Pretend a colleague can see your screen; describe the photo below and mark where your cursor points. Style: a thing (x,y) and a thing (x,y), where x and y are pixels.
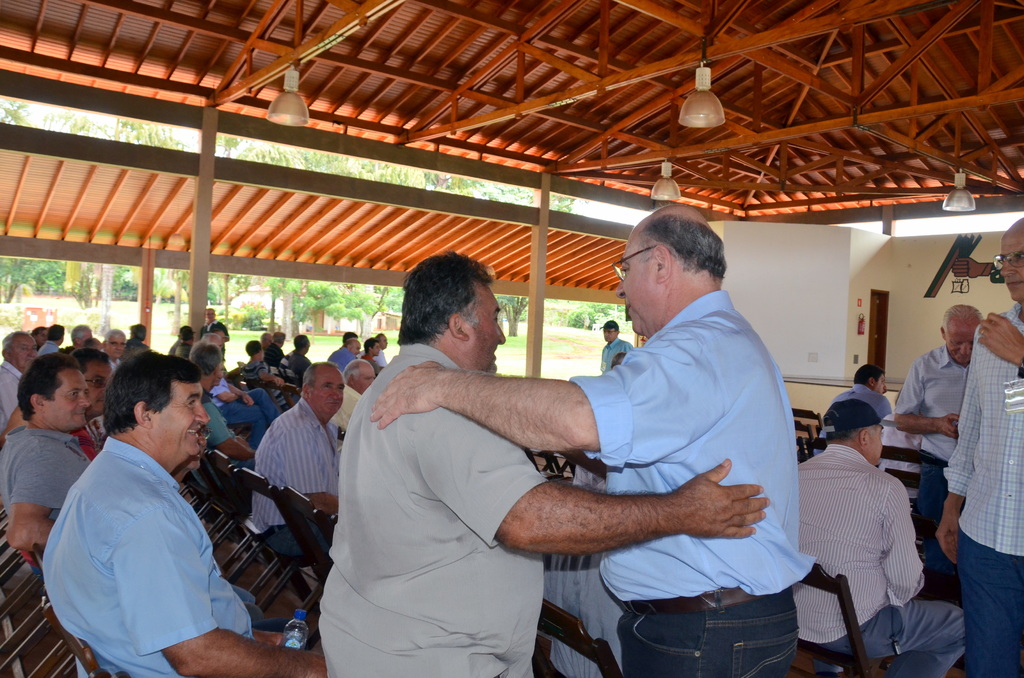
In this image we can see a few people (708,423) standing and we can also see the people (102,376) sitting on the chairs (212,523) which are on the floor (278,579). We can see the lights (295,117) hanged at the top (700,80). We can also see the roof (568,38) for shelter. We can see the wall (859,266), door (881,332) and also the trees (580,305). On the left (162,427) we can see a person (149,469) sitting and smiling and also holding a bottle (294,648).
